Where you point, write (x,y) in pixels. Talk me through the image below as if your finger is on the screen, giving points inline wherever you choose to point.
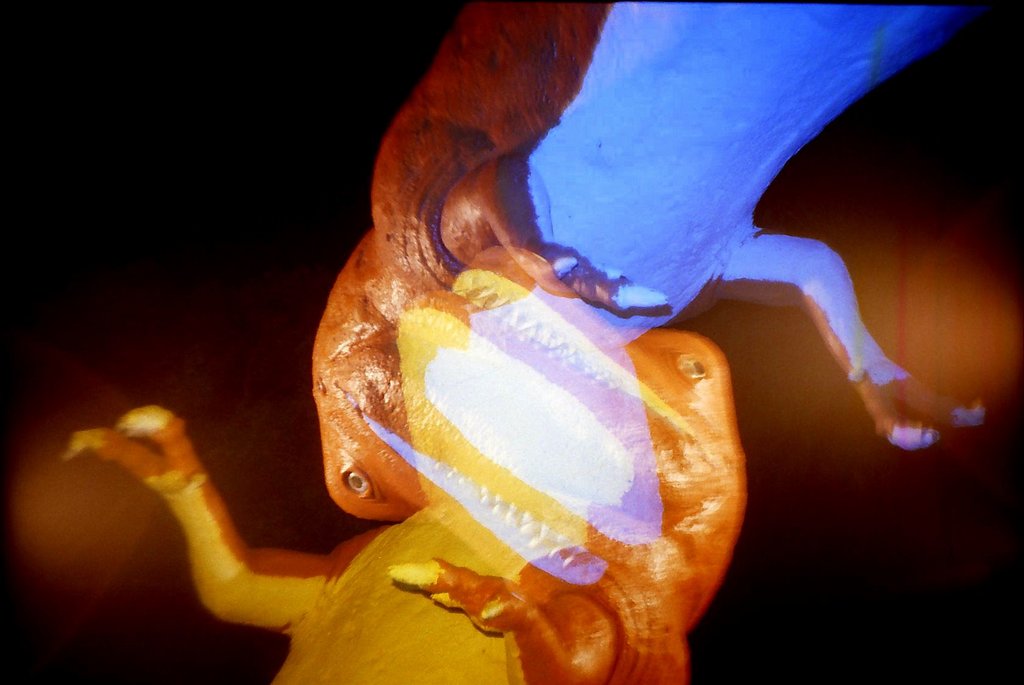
This is an edited picture. In this image there are two animals (507,537). At the back (13,156) there is a black background (850,609).
